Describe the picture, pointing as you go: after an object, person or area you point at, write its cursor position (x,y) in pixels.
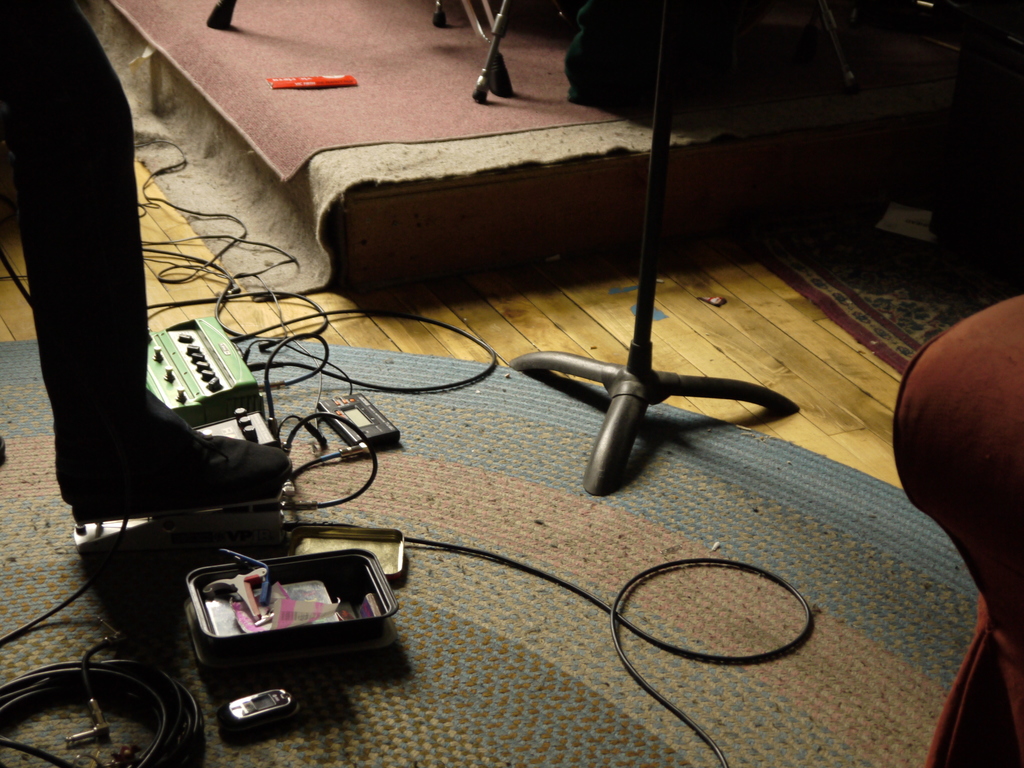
At the bottom of the image (539,589) on the floor (185,313) there is a mat (507,637). On the mat (507,637) there are electronic devices (238,398) connected with wires (292,506). And also there is a box (322,572) with few items (259,619) in it. There is a person leg (108,374) on the device (162,525). And on the floor (680,306) there is a stand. Behind them there is a stage (474,228) with mats (376,101) and some other things (503,74). On the right corner of the image (967,526) there is an object (1008,525).
